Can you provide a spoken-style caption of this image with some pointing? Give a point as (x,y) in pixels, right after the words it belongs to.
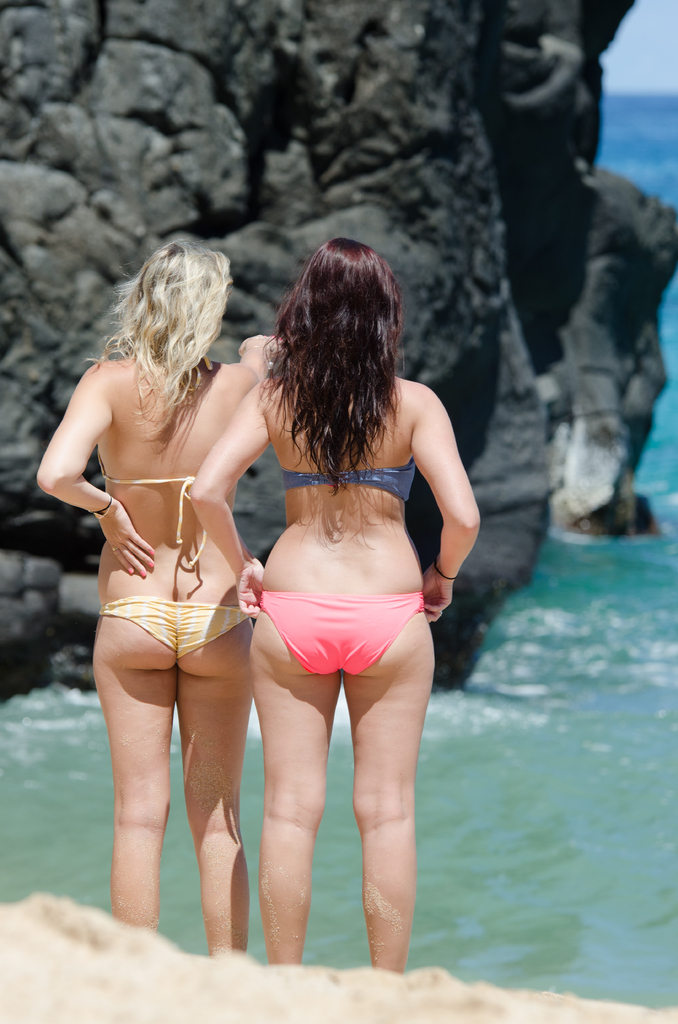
In this image, we can see two women (220,651) are standing. At the bottom of the image (264,999), we can see the sand (339,988). In the background (526,759), we can see the water (577,773) and rocks (633,370).
